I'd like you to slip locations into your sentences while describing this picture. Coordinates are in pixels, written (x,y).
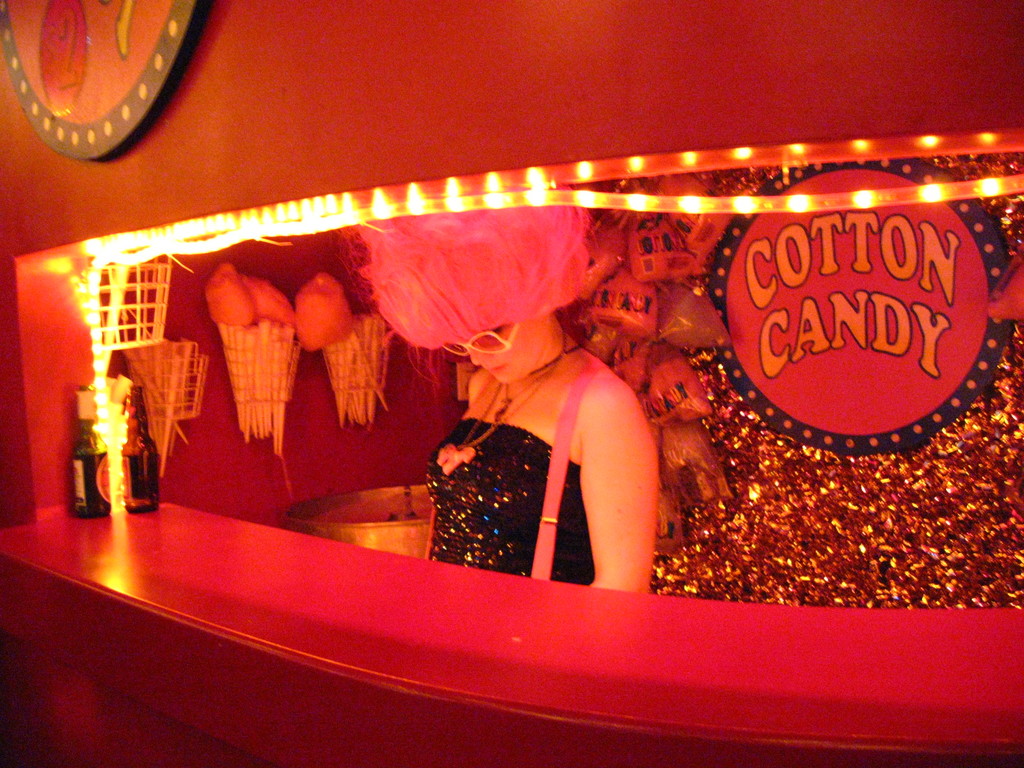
In this picture we can see a woman (541,471) wearing a black dress (542,470) and standing under the cotton candy shop (862,219). In the front (89,464) there are two bottles (130,481) and decorative lights (113,463). Behind we can see cotton candy basket (291,333) hanging on the wall (197,328).
